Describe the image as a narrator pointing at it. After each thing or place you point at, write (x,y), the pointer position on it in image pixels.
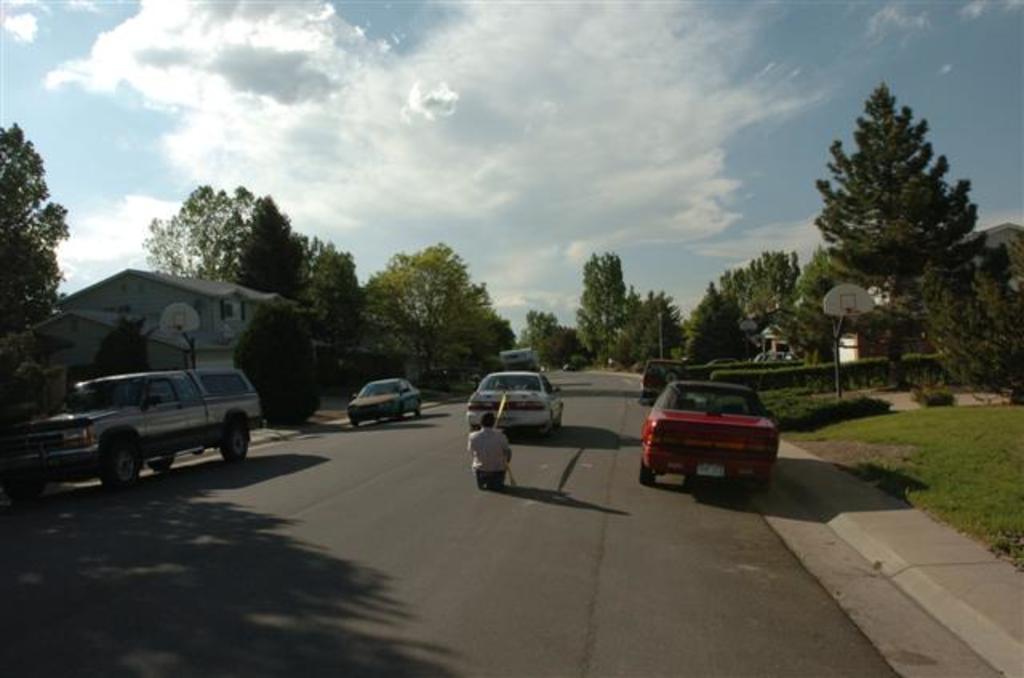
In this image there is a road (287,538), on the road (459,411) there are some vehicles (180,411), persons (493,428), beside the road (463,423) there are some trees (454,289), bushes (852,380), at the top (815,187) there is the sky (525,316).
